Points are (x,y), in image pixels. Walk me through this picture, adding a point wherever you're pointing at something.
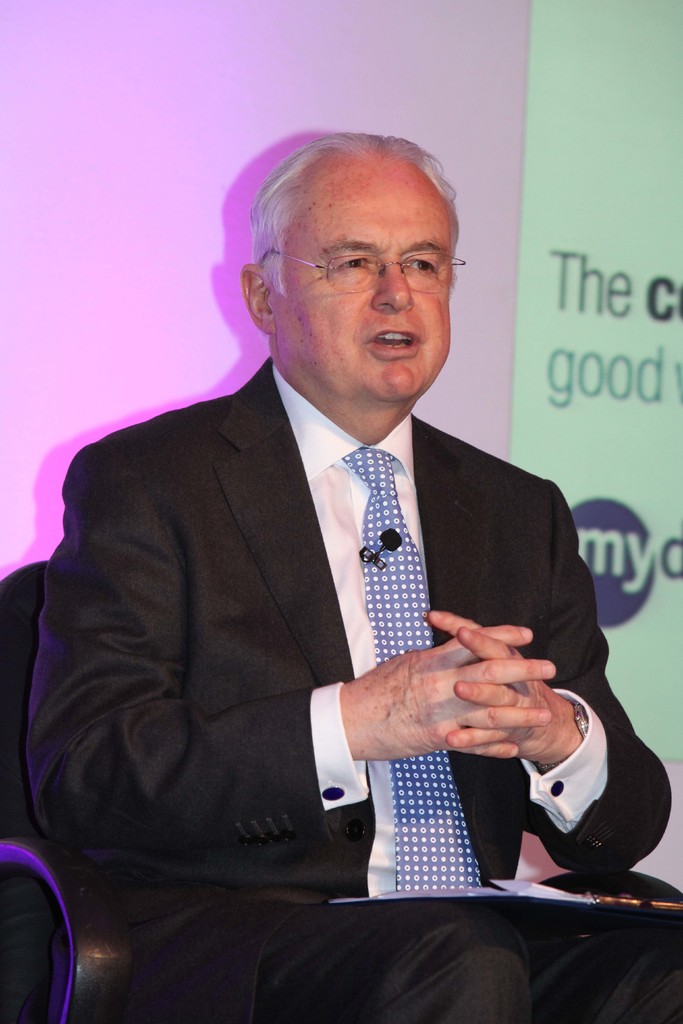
In the center of the image (340,624), we can see a person (289,739) sitting on the chair (72,863) and wearing glasses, a coat (275,621), tie (429,641) and we can see a microphone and there is a paper (460,893) on him. In the background (585,411), there is some text (617,539) on the board (567,429).
